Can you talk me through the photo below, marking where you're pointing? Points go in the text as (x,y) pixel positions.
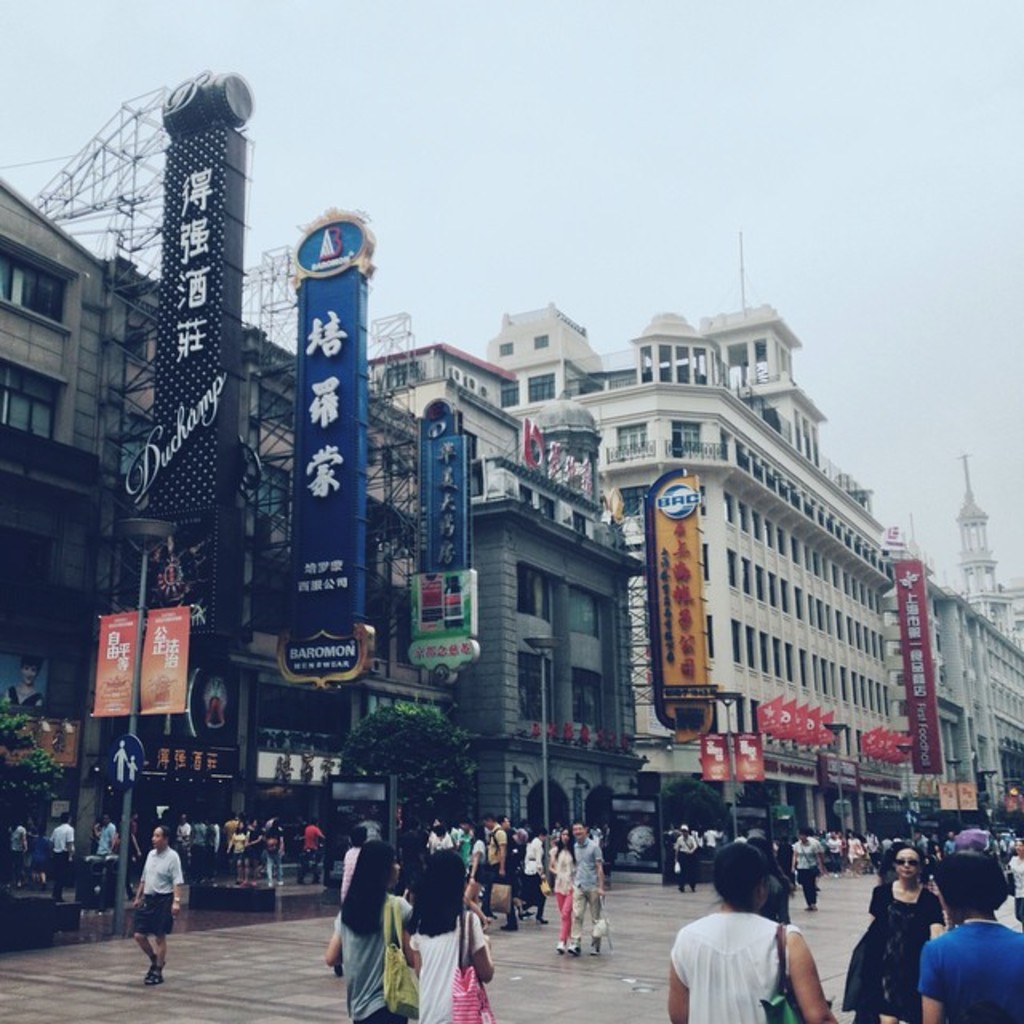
In this image I can see building (1,501), in front of building (76,790) I can see there are few persons (234,868) walking on road (211,918) and there are some hoarding boards (909,586) and poles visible in the middle (676,554) at the top (1008,122) I can see the sky (488,93).
